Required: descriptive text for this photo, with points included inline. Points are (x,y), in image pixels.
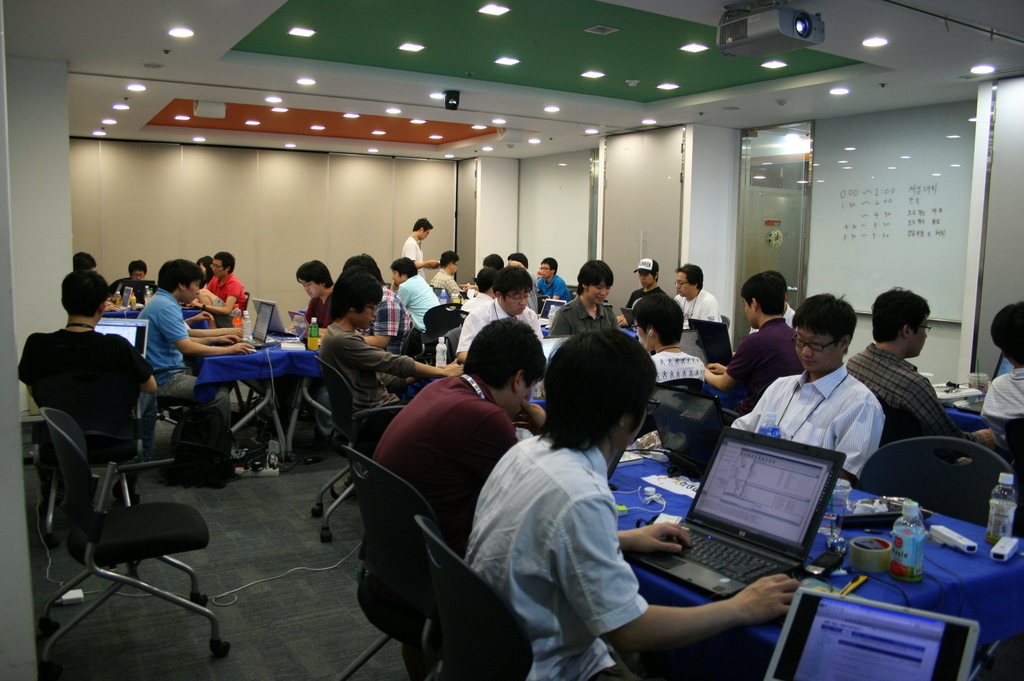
In this image we can see few people (471,442) sitting on the chairs (91,434), a person (410,247) is standing and some people (656,531) are working on the laptops (693,417), there are few tables (278,356) covered with clothes (221,356) and few objects (905,519) on the table (628,466), there is a board (877,267) with text (905,215) on the wall (941,348) and there are few lights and a projector (747,43) to the ceiling (801,76).
